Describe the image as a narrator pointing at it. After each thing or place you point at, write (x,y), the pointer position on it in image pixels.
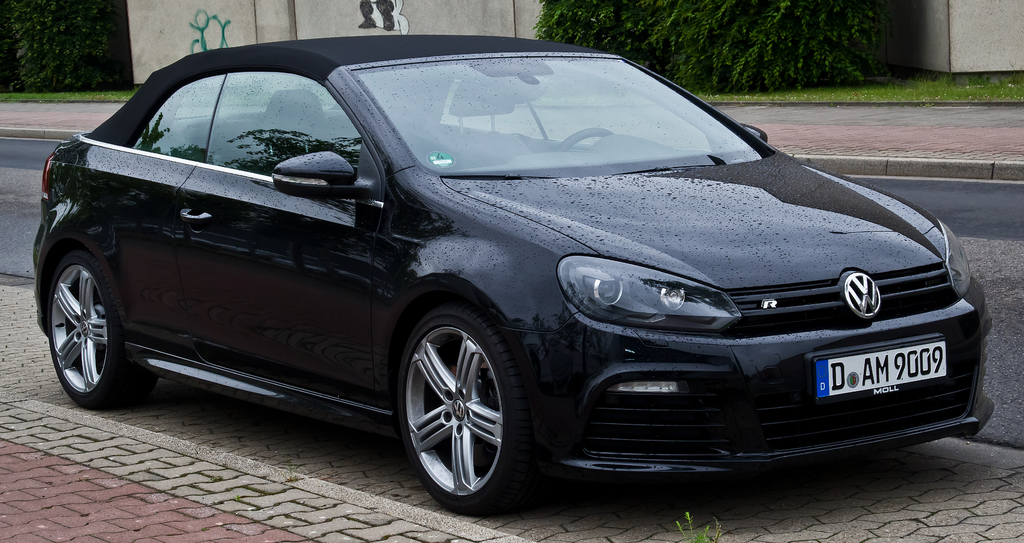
In this image we can see a car (877,327) with number plate (902,348) parked on the ground (338,498). In the foreground (702,534) we can see a plant (702,533). In the background (346,9), we can see a wall (369,12) with some text (218,23), a group of trees (600,41) and grass (925,77).
